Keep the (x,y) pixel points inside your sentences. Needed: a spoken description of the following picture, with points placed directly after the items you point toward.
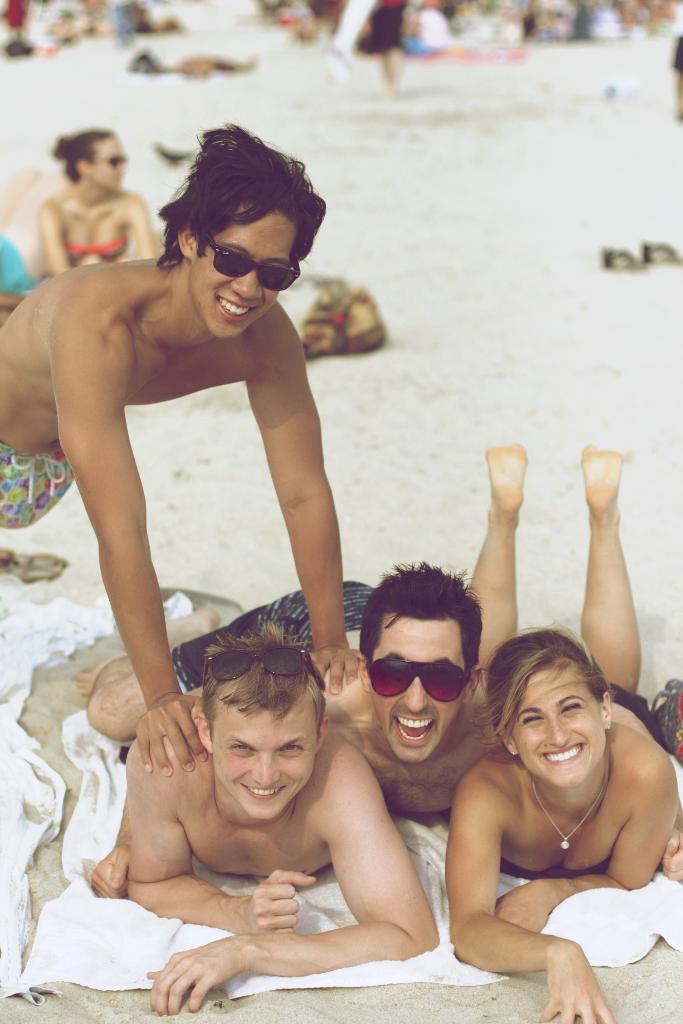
In this image few people (461,839) are lying on the cloth (441,962) which is on the land (245,553). Left side (215,247) there is a person (239,251) wearing goggles (282,285). Few people (568,21) are on the land (398,216) having few objects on it.
